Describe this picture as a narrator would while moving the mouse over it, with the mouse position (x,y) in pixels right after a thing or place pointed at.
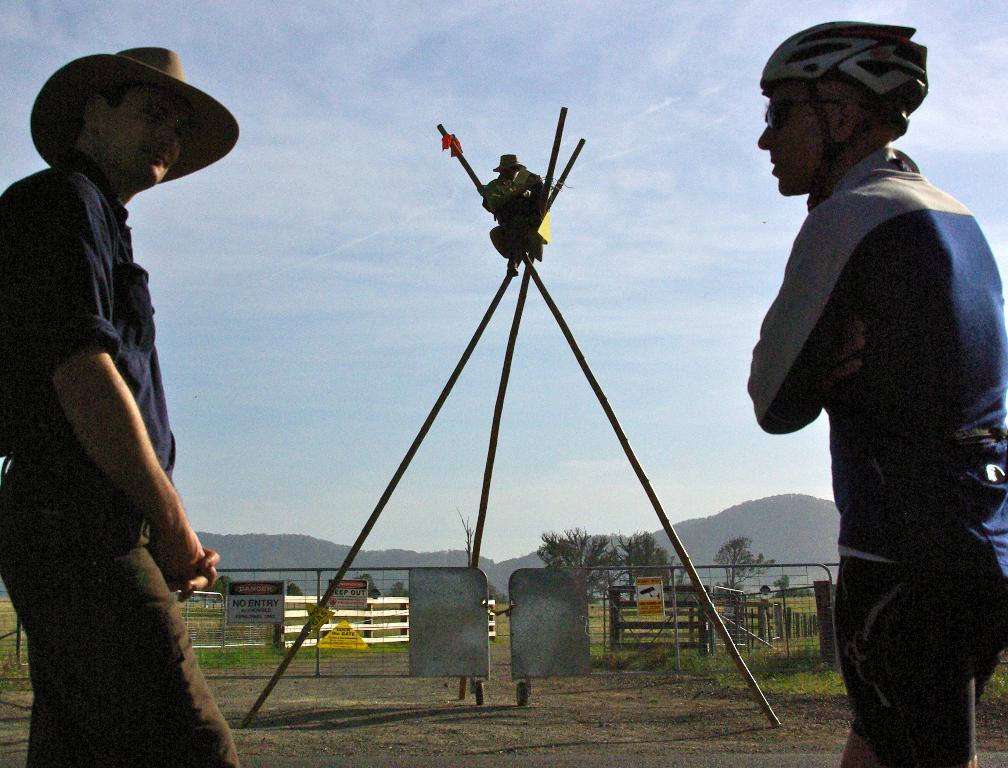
In the foreground of the image (45,594) there are two people (782,353). In the center of the image (497,301) there are sticks (544,291). There is a gate (551,574). In the background of the image (579,554) there are mountains (782,523), trees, sky (443,185). At the bottom of the image (563,726) there is soil (453,753).
